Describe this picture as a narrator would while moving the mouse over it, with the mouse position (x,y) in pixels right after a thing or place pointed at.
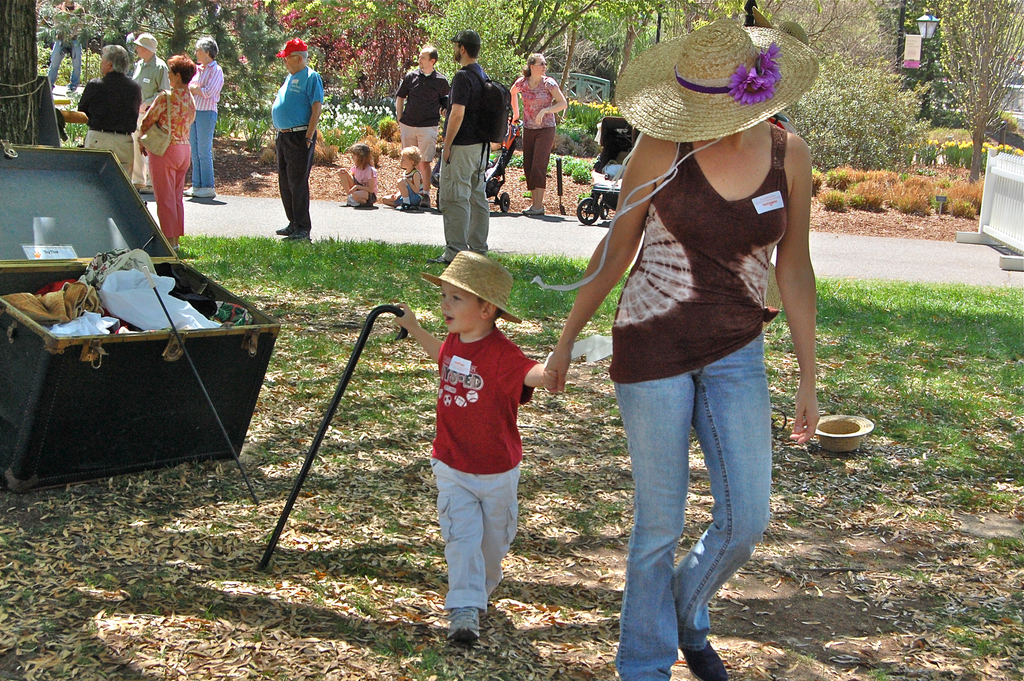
In this image there is a woman (672,472) and a kid (463,480) walking on the ground (398,565). They are wearing hats (479,273). The kid (461,289) is holding a walking stick (356,355). Beside them there is a trunk (169,373) on the ground (151,498). There are dried leaves (885,564) and grass (916,310) on the ground (331,320). Behind them there is a road (418,216). There are people (458,148) standing beside the road (398,212). In the background (414,36) there are trees (315,19), plants (830,151) and street light poles (901,29).
